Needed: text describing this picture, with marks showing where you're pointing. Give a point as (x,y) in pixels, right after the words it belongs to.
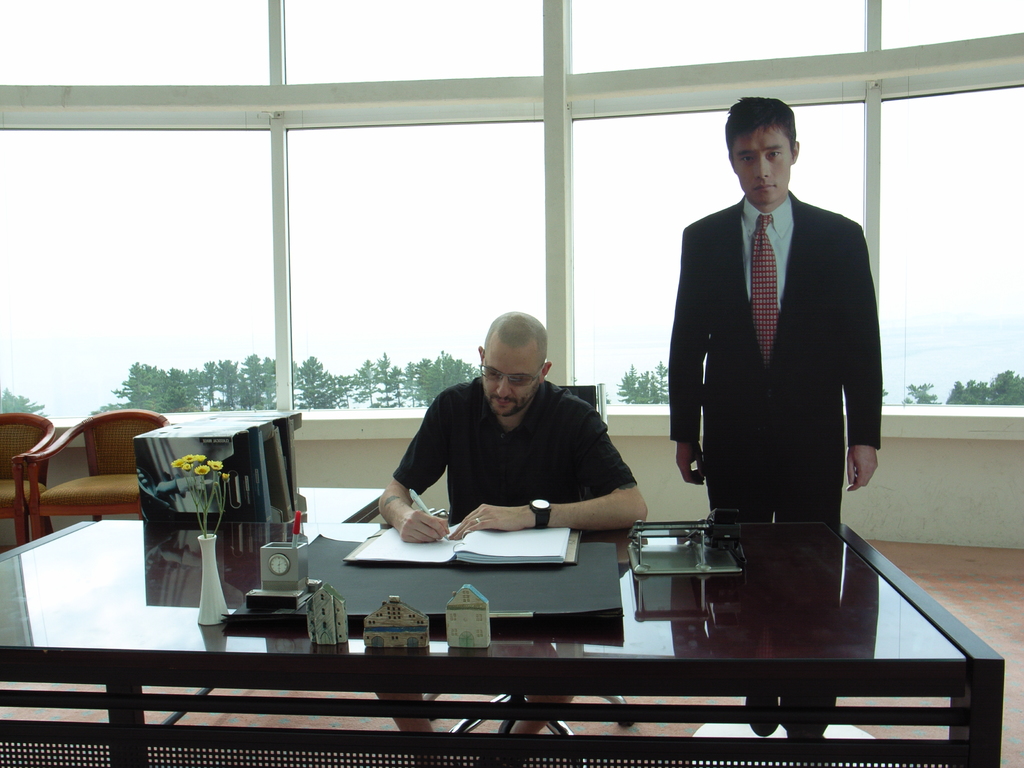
In this image i can see two man (685,373), a man (520,454) sitting on the chair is writing on a book (505,541), the man (829,302) standing here, in front of a man (597,438) there are some chart (563,606), a clock (276,576), flower pot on a table (162,615), at the back ground (120,456) i can see two chairs (107,452), a tree (170,394) and a glass (176,284).
